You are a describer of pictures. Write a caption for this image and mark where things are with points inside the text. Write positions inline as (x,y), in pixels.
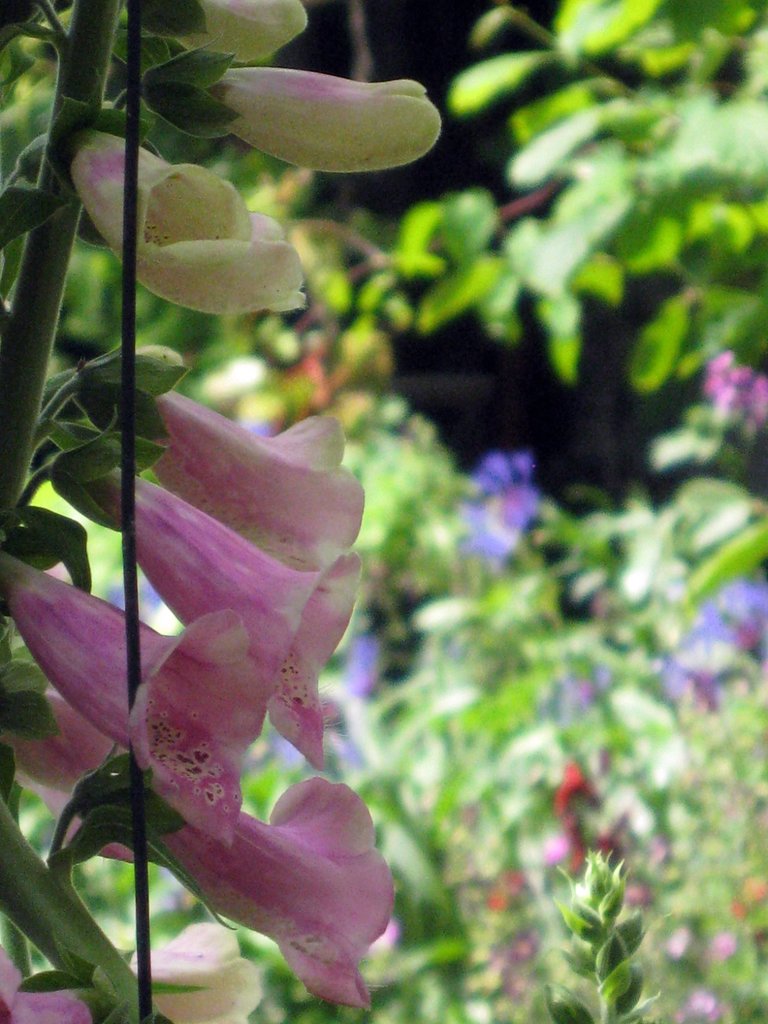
In this image, we can see a flower plant (173,672) and stick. In the background (756,925), we can see the blur view, plants (458,528) and flowers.
